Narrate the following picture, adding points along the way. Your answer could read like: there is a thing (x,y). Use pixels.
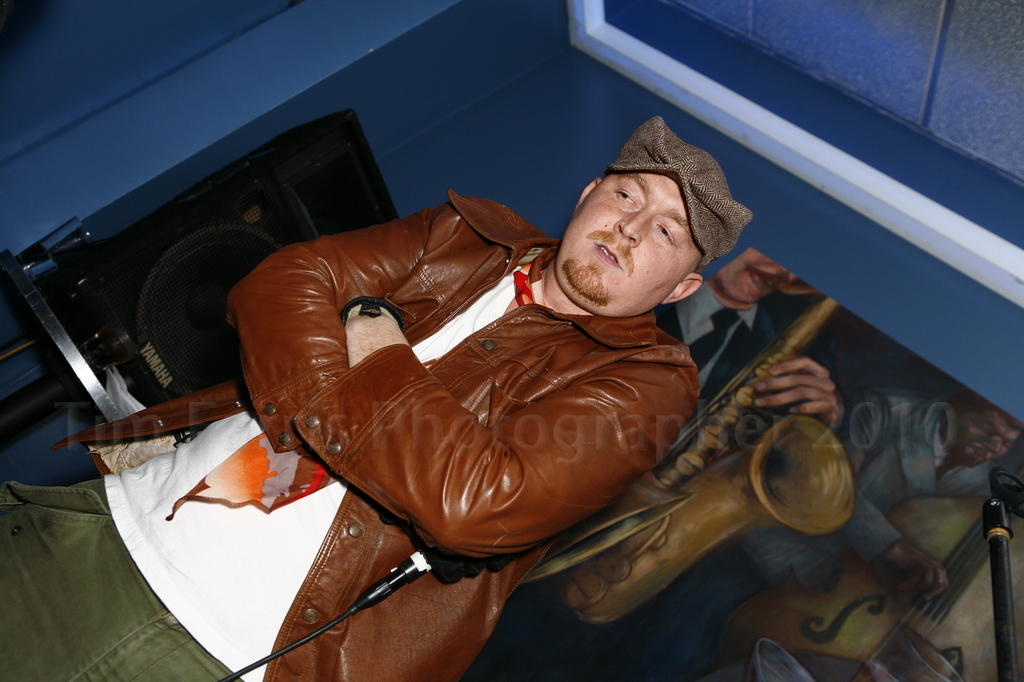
Here in this picture we can see a person (573,342) standing on the floor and we can see a brown colored jacket (585,445) on him and he is holding a microphone (391,576) in his hand (451,578) and we can see he is wearing gloves (471,561) and cap (728,202) on him and behind him we can see a speaker (319,148) present on a stand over there and we can also see a painting (805,323) present on the wall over there.
